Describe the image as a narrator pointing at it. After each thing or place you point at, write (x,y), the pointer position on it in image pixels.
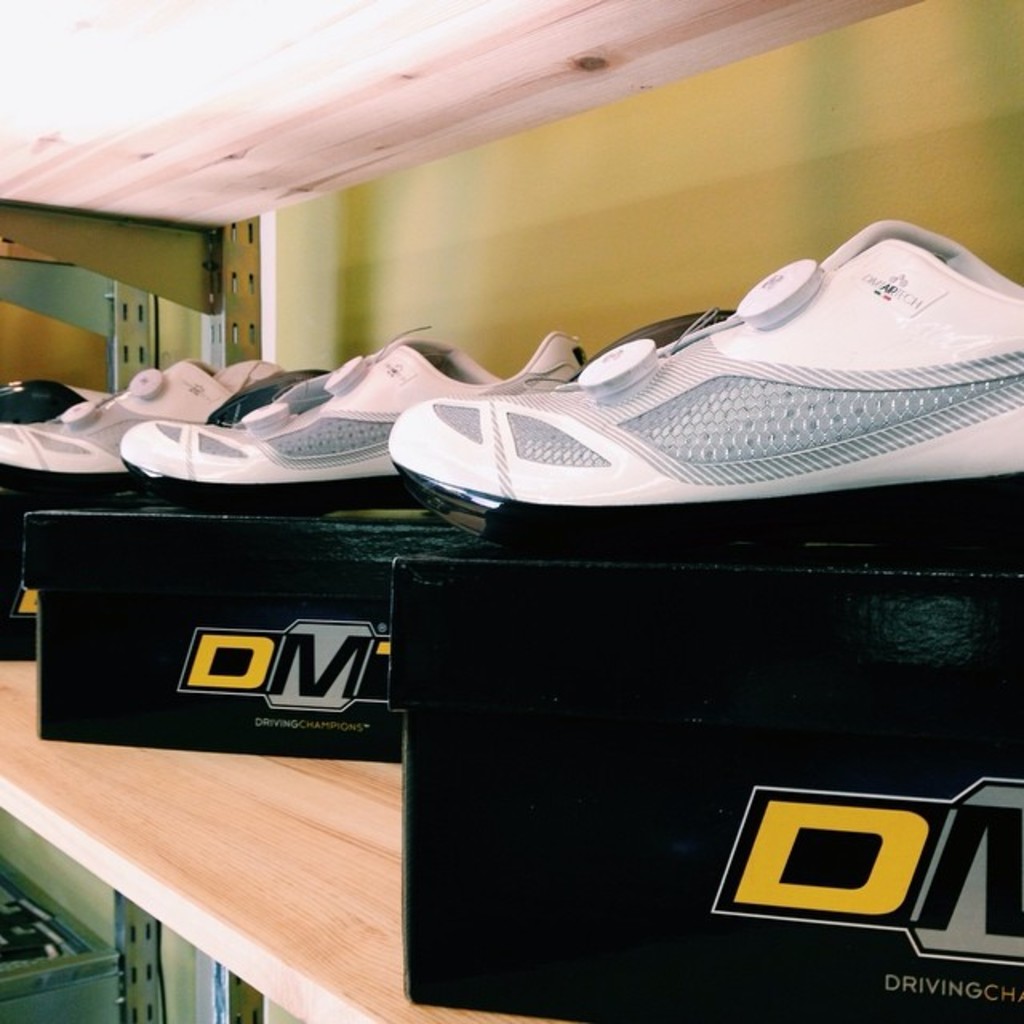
In this image I can see few shoes (223,473), they are in white color and the shoes (598,504) are on the black color object (615,715). Background (487,178) the wall (626,171) is in cream color.
